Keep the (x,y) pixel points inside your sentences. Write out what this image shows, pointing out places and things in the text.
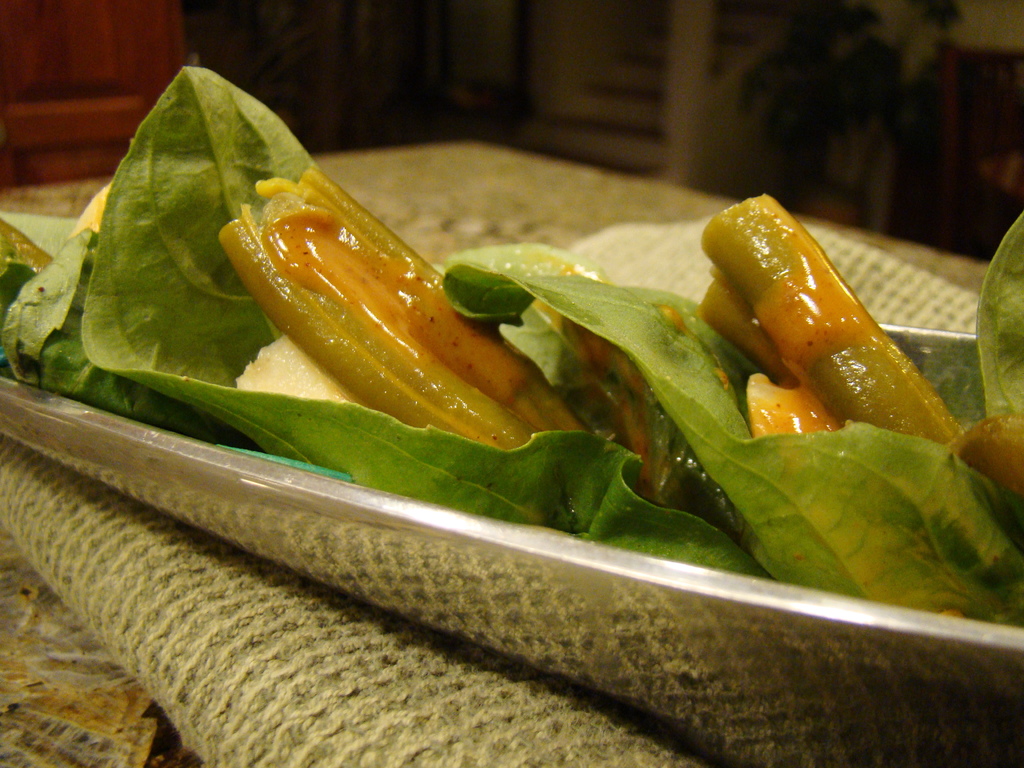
In the image in the center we can see one mat (398,648). On the mat (475,662), there is a tray (636,611). In the tray (597,629), we can see some food items (656,365).
